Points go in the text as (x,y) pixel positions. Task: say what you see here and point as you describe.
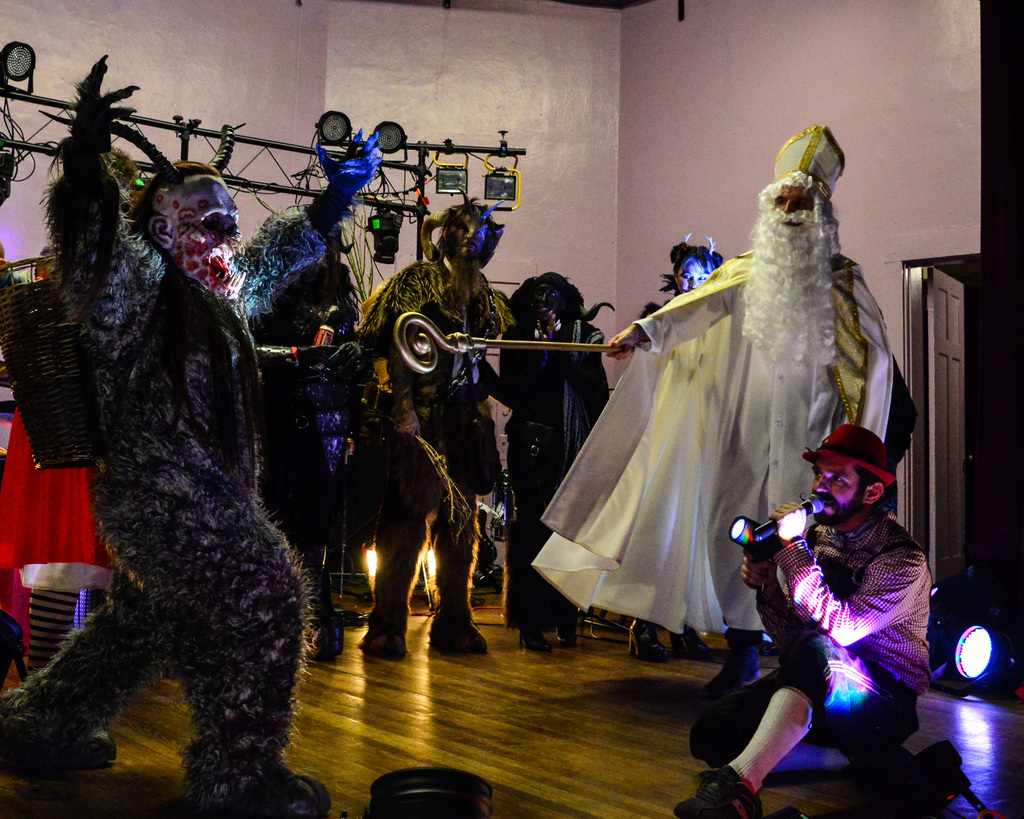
There are many people (310,289) wearing costumes (538,386). In the back (148,124) there is a stand (267,143). On the right side (802,576) there is a person (817,594) sitting and holding a mic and a light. Also there is another light (979,654) on the right side (994,652). In the back (546,78) there is a wall (377,87).
